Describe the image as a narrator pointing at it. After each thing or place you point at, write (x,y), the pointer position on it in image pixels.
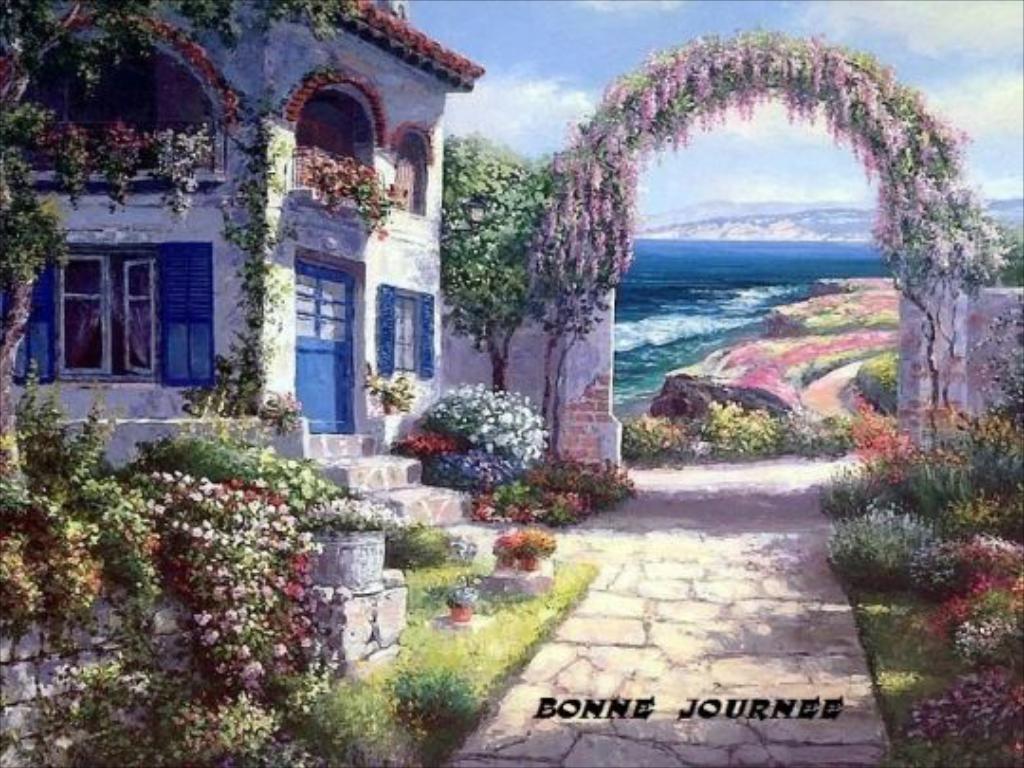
This is a painted picture. We see a building (306,379) and couple of trees (544,208) and plants (513,534) with flowers (493,480) and we see water (672,297) and a wall (959,377) with an arch (904,248) and we see a blue cloudy sky (809,140).
